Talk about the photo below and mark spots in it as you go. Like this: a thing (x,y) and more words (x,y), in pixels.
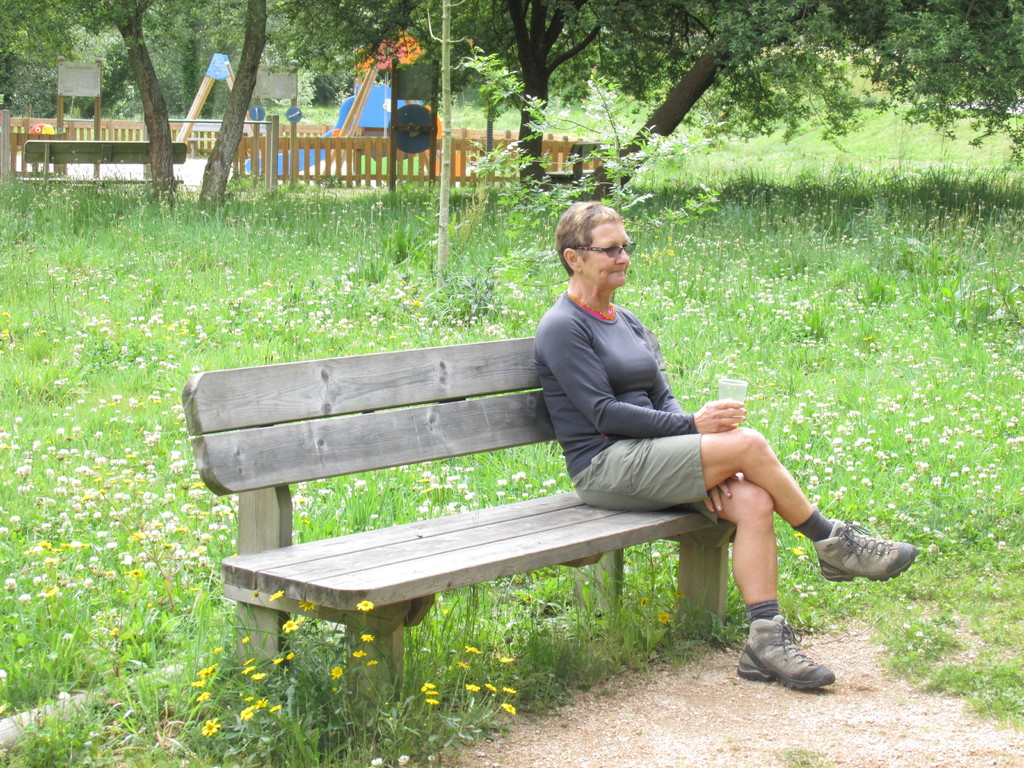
In the picture I can see a woman (620,438) is sitting on the wooden bench (555,548) and holding a glass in the hand (721,424). In the background (513,331) I can see flower plants (378,235), trees (520,224), benches (143,151), poles (436,118), fence (356,174) and some other objects (419,118) on the ground (404,241).
